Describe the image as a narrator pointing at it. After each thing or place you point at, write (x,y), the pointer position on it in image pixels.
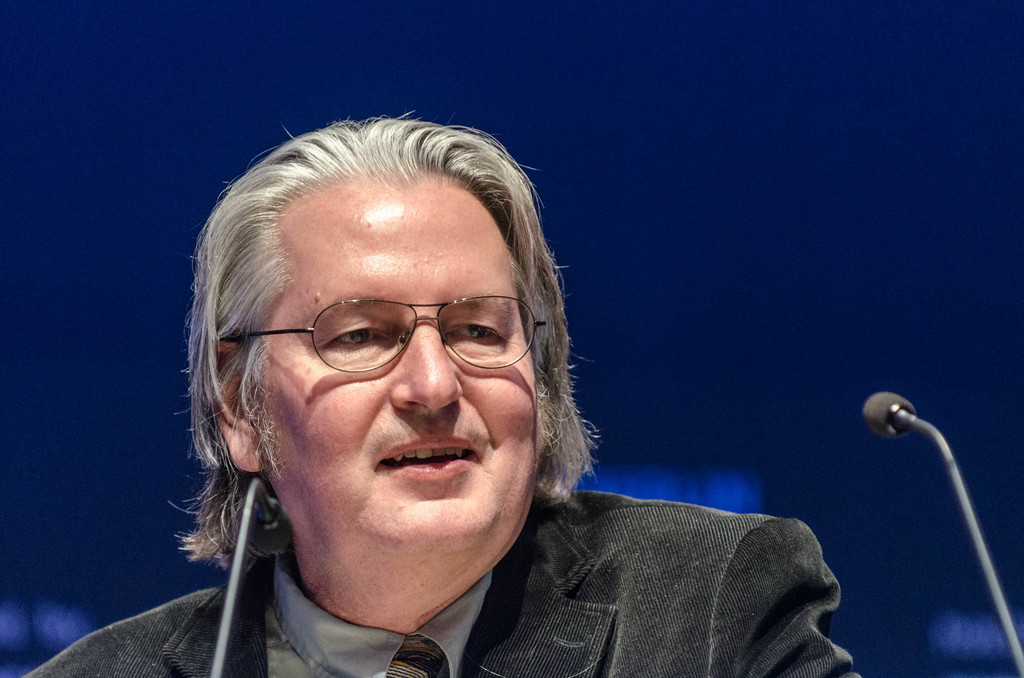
In this picture I can observe a man (453,613) wearing a coat (520,616) and spectacles (348,317). The man (345,376) is smiling. In front of him there are two mics (868,419). The background (120,552) is in blue color.
